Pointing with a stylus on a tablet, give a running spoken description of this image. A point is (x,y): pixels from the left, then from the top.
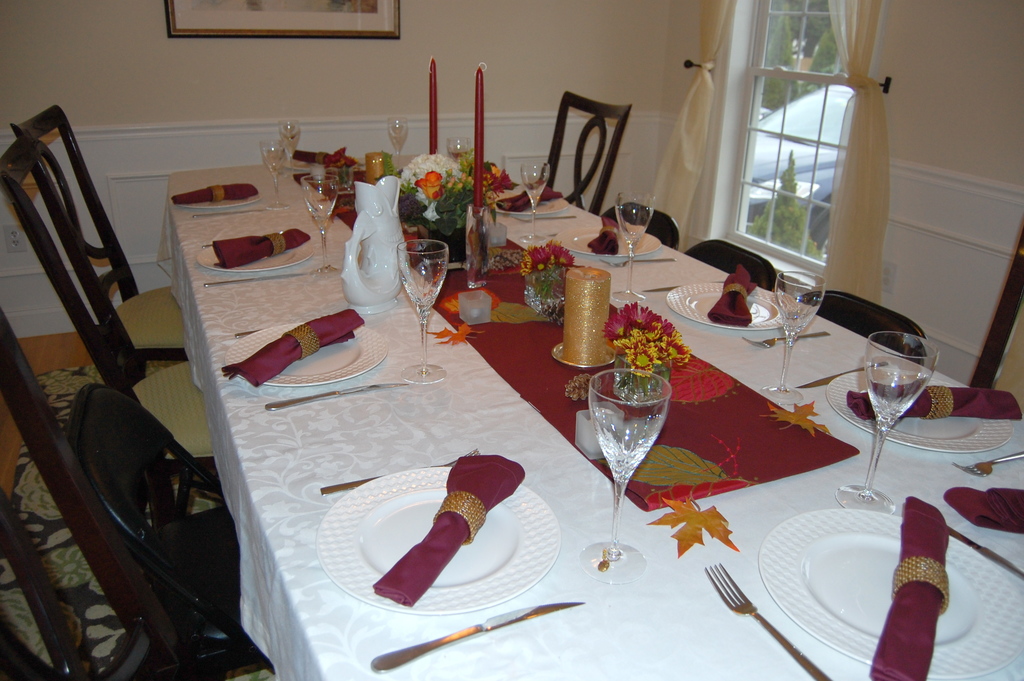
In this picture we can see the dining table (590,656) in front (738,571) with white plates (424,479) and red cloths (907,543). Behind we can see the glass window (779,120) and wall (186,98).
